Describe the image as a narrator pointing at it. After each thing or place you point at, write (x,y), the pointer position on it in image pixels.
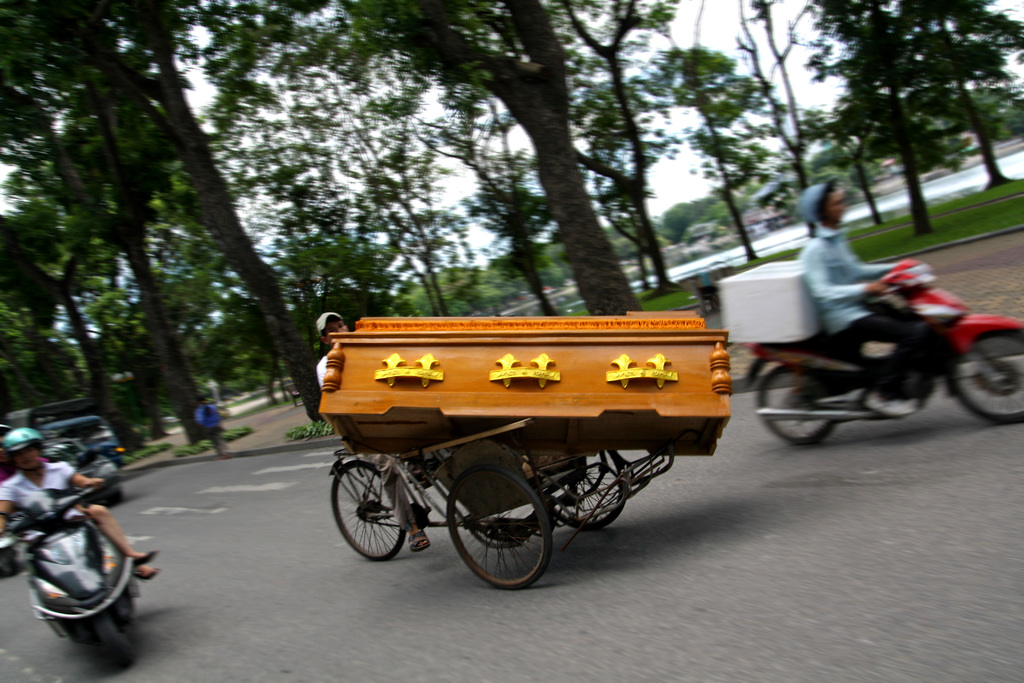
In the image we can see there is a person (381,461) sitting on vehicle (523,521) and there are wooden object (550,443) on the vehicle (443,515). There are other people (153,573) sitting on bike (913,275) and behind there are trees (392,236).
